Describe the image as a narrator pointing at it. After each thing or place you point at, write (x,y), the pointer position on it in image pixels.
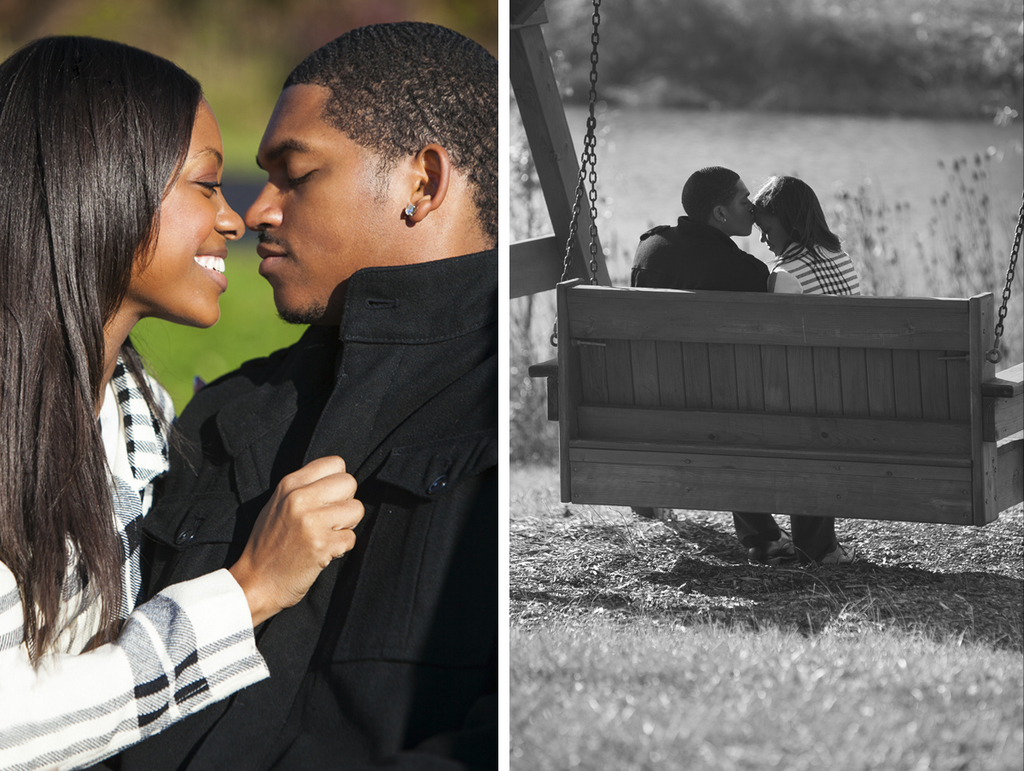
In this image I can see a person (364,427) wearing black dress (412,427) and a woman (153,432) wearing black and white dress (137,635) are sitting on a wooden bench (748,420). I can see some grass (751,676) and in the background (909,243) I can see few plants (878,222) and few trees (762,72).
